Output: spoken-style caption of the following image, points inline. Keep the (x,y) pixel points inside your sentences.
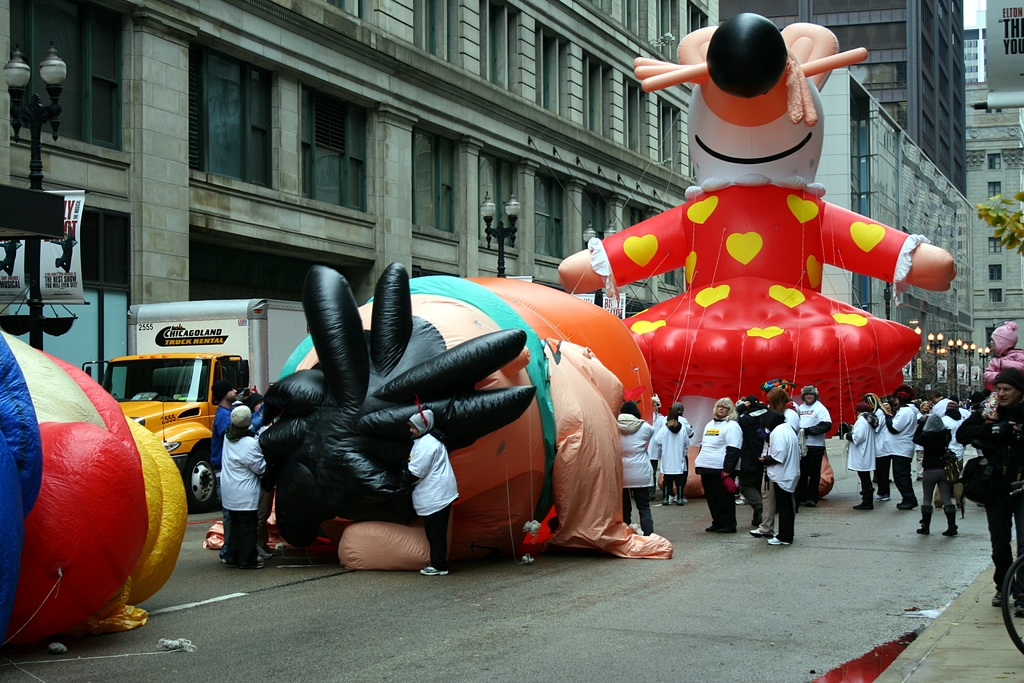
In this image we can see a group of people (932,476) standing on the road (626,577). In the center of the image (614,371) we can see a group of balloons (774,275) with ropes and a vehicle (182,428) is placed on the ground (961,527). On the right side of the image (999,463) we can see a person (1006,444) carrying a baby (1013,359) on his shoulders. In the background (62,246), we can see some light poles (514,227), a banner (58,271) with some text (63,283), a group of buildings (408,169) with windows (440,155) and the sky (976,12).
